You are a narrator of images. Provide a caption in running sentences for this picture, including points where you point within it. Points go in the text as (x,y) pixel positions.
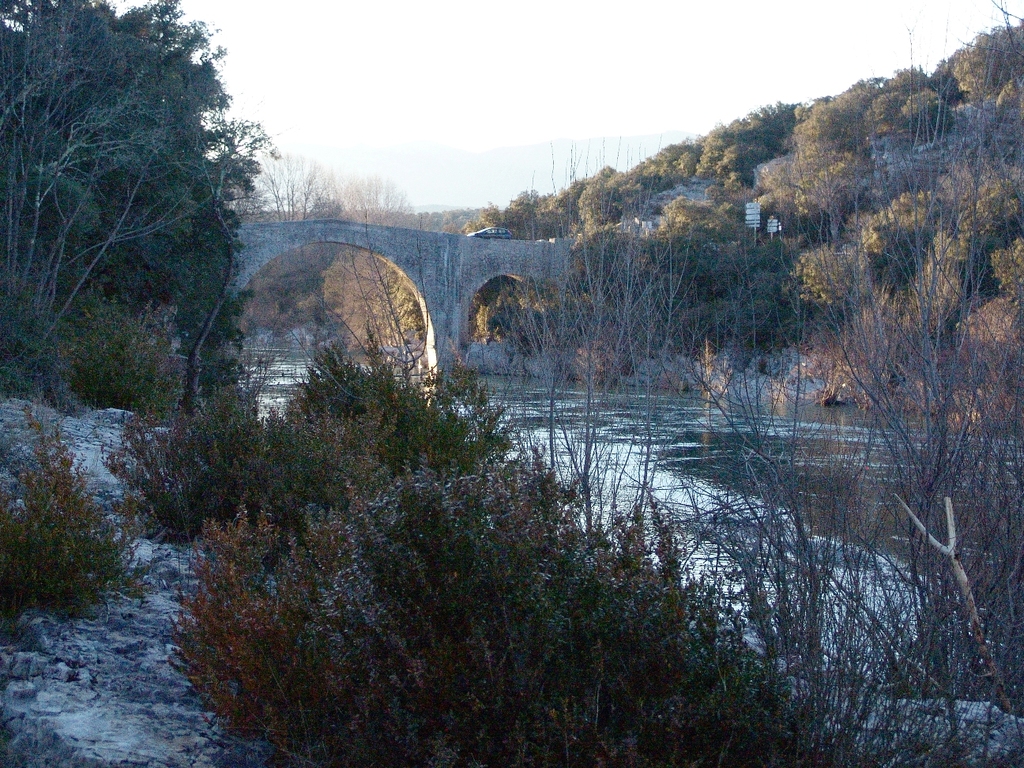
In this image there are trees (1003,557), river (604,408) and there is a vehicle (505,230) moving on the bridge (497,242), there are a few boards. In the background (544,84) there is the sky (550,58).
